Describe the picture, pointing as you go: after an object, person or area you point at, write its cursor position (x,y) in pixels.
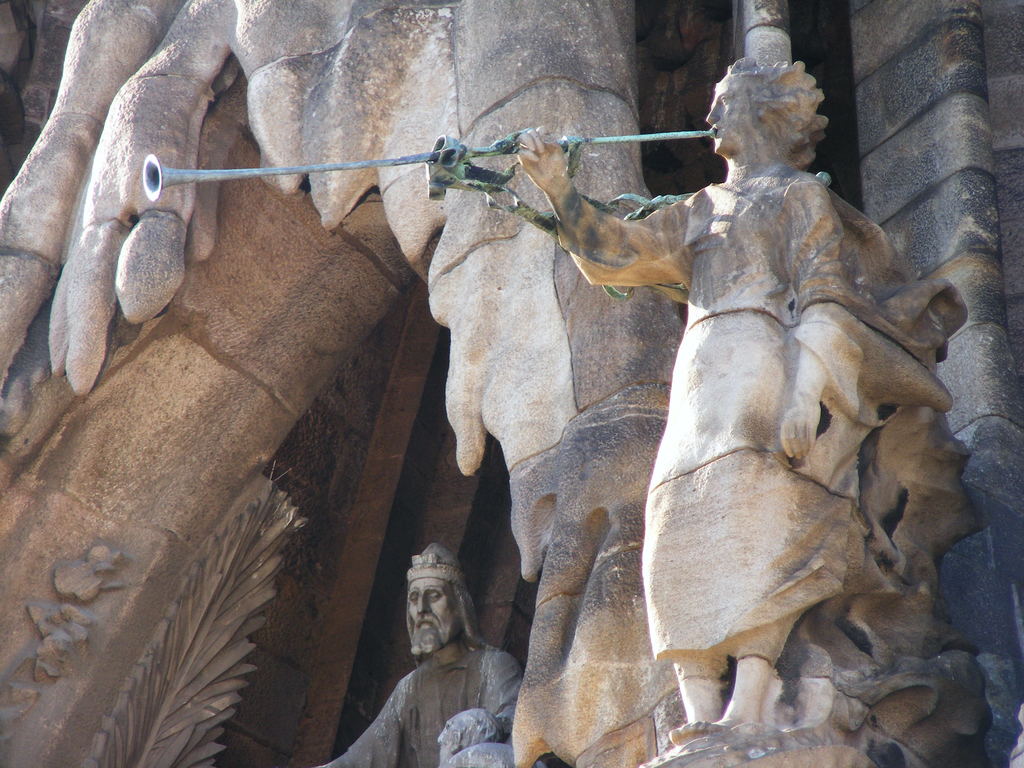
In the picture I can see sculptures (651,505) and some other objects (391,164). I can also see some designs (10,701) on the wall (199,297).
